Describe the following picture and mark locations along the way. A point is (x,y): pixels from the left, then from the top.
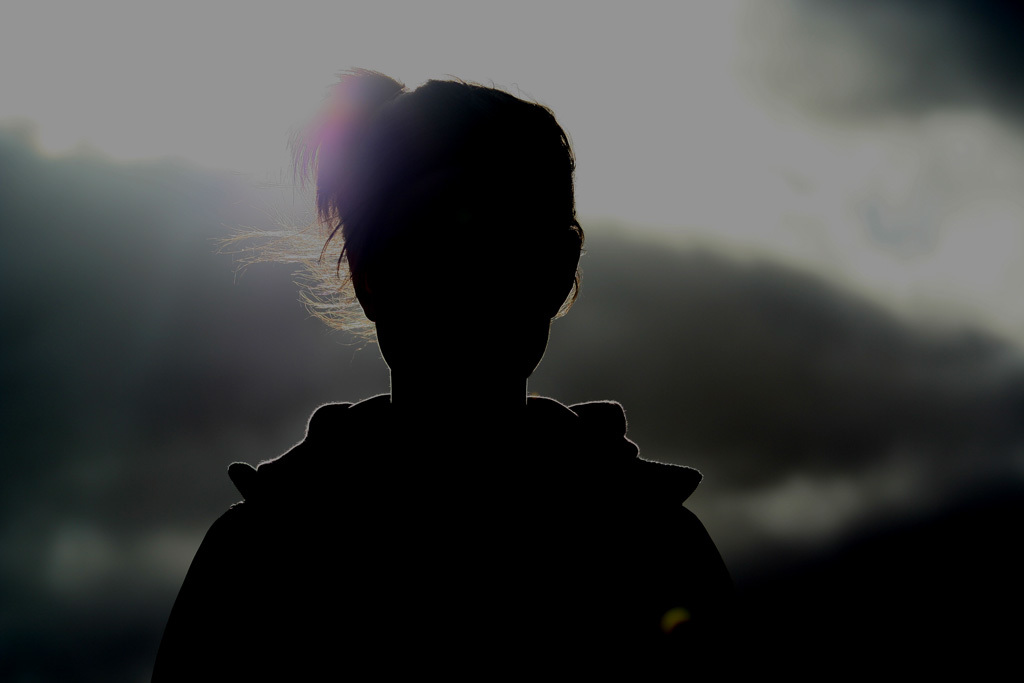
In this image there is a person (437,450) and a blurred background (104,433).
